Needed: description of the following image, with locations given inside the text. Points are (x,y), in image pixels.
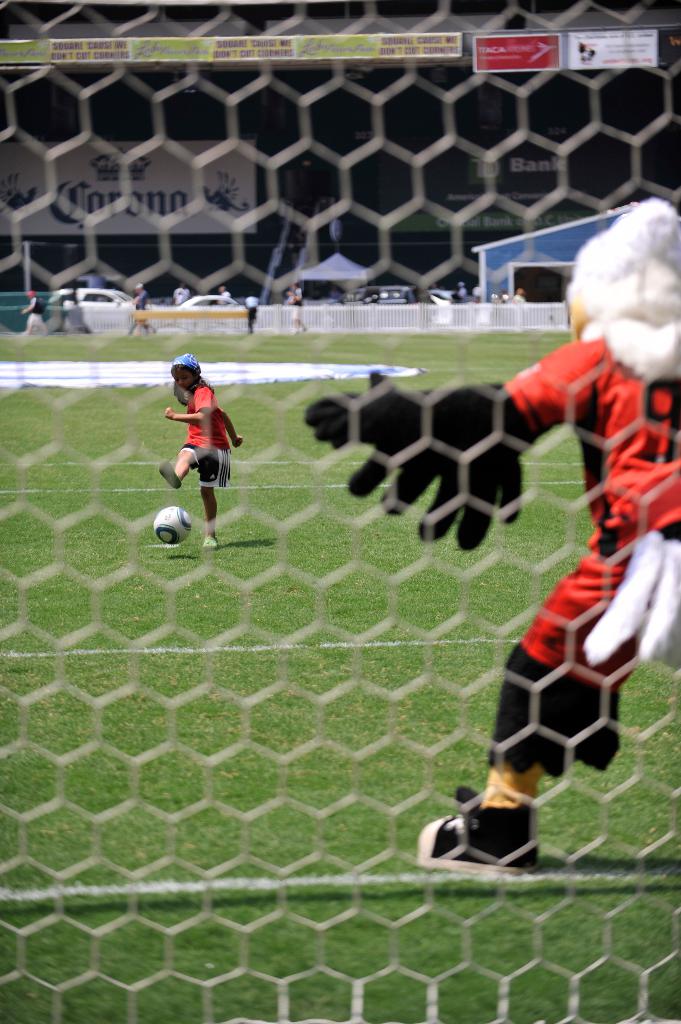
In this image we can see there is a view from the fence (275,638) people (621,441) playing ball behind that there is a building (637,100).
